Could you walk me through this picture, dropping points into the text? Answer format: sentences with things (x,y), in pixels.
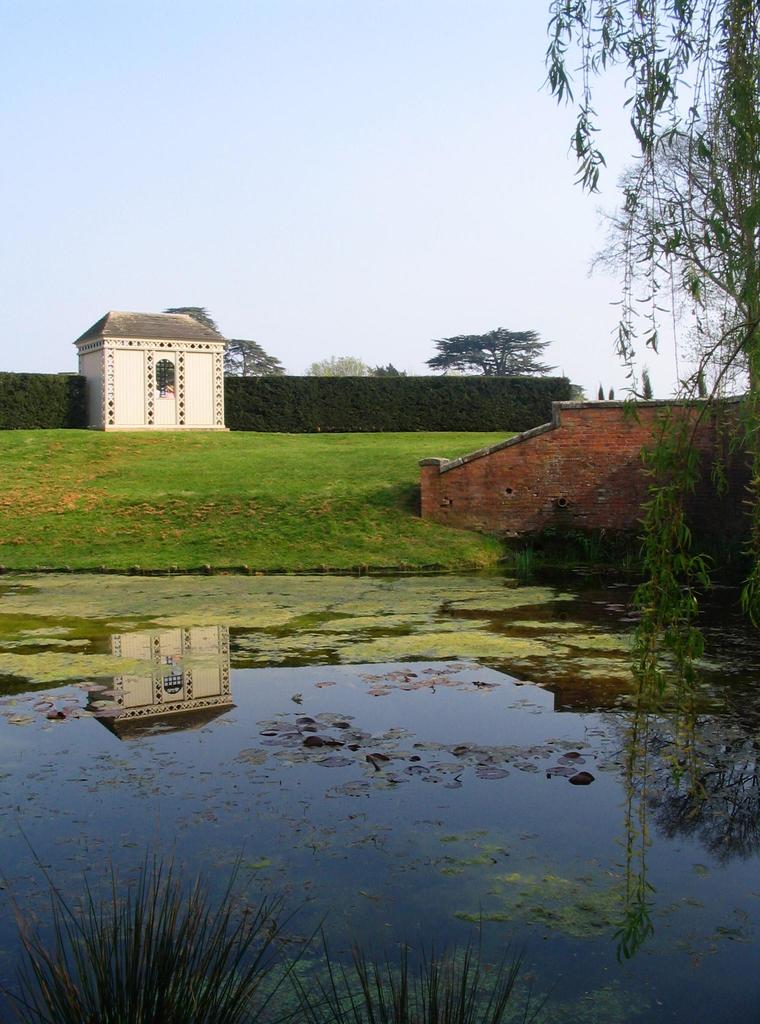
In this image we can see sky (380,79), creepers (632,413), trees (360,371), bushes (366,383), building (202,378), ground (251,450), water (514,730) and duckweed (483,743) on the water (492,886).
